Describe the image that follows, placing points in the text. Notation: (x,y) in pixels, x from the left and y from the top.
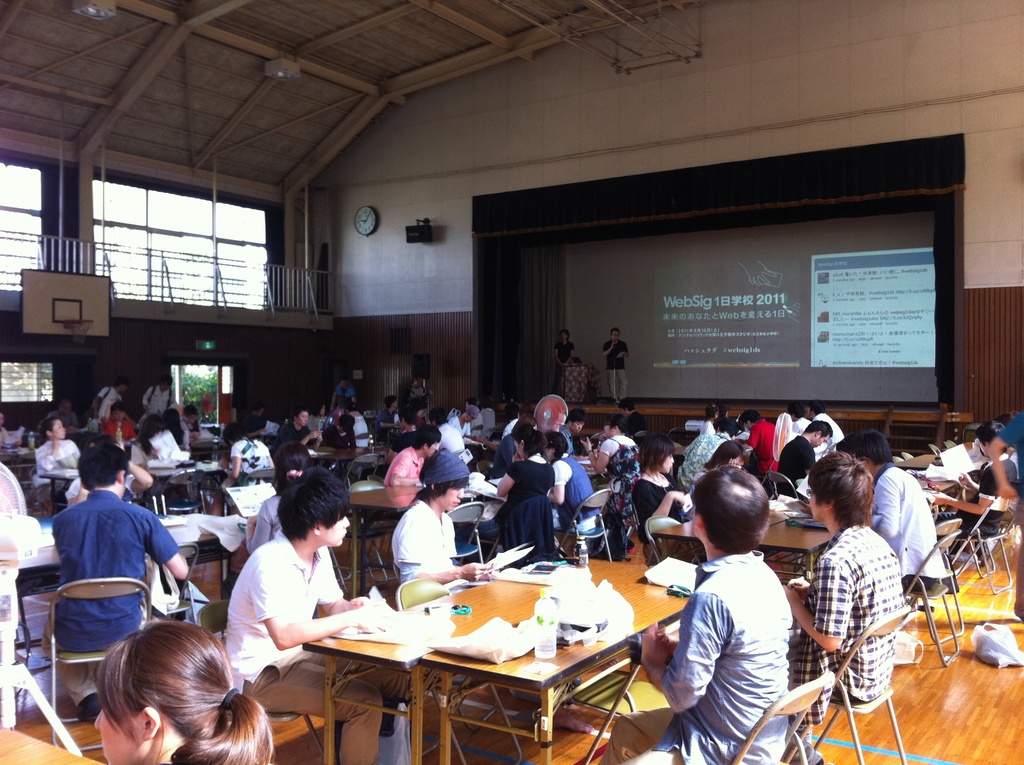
As we can see in the image there is a wall (532,132), clock (373,226), windows (124,251) and few people (835,698) sitting on chairs (822,698) and there are tables (462,594). On tables (361,644) there are bottles (544,634) and papers (525,634) and there is a screen (785,276) over here.
